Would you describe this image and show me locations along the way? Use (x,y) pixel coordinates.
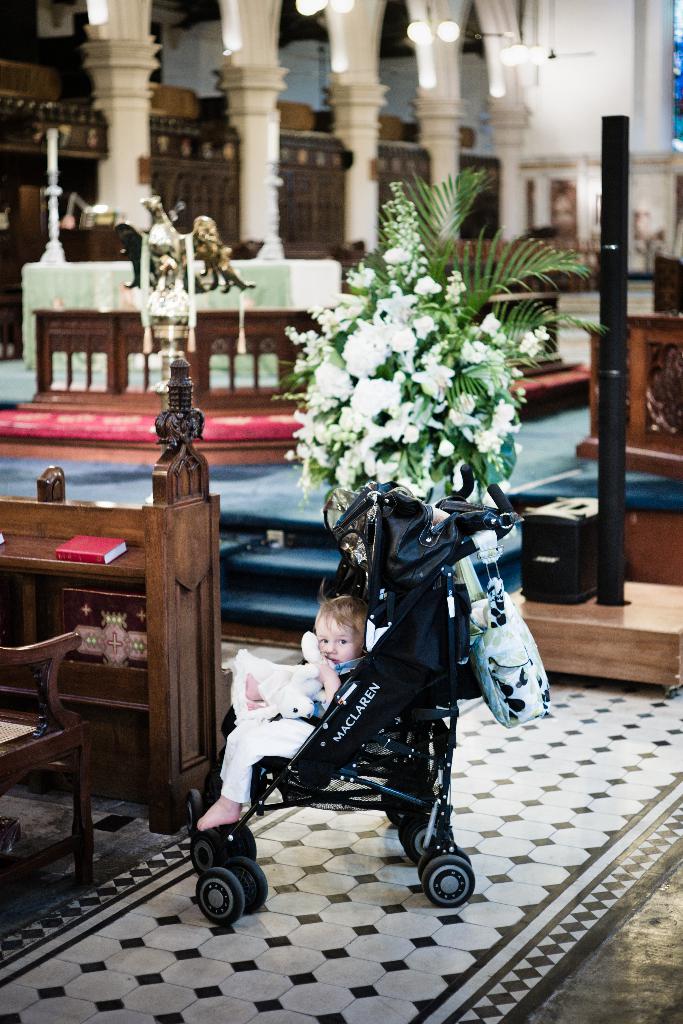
On the floor (549,789) there is a baby (347,641) inside the stroller (352,710). To the left corner (162,591) there is a table (165,588) with red color book (108,555) on it. In front of the table (65,692) there is a chair (51,707). In the background (165,267) there is a statue (171,241) and we can see five pillars (446,159). And a flower bouquet (413,348) with leaves (453,334). There is a stage (289,541) with blue color carpet (270,517) on it.
